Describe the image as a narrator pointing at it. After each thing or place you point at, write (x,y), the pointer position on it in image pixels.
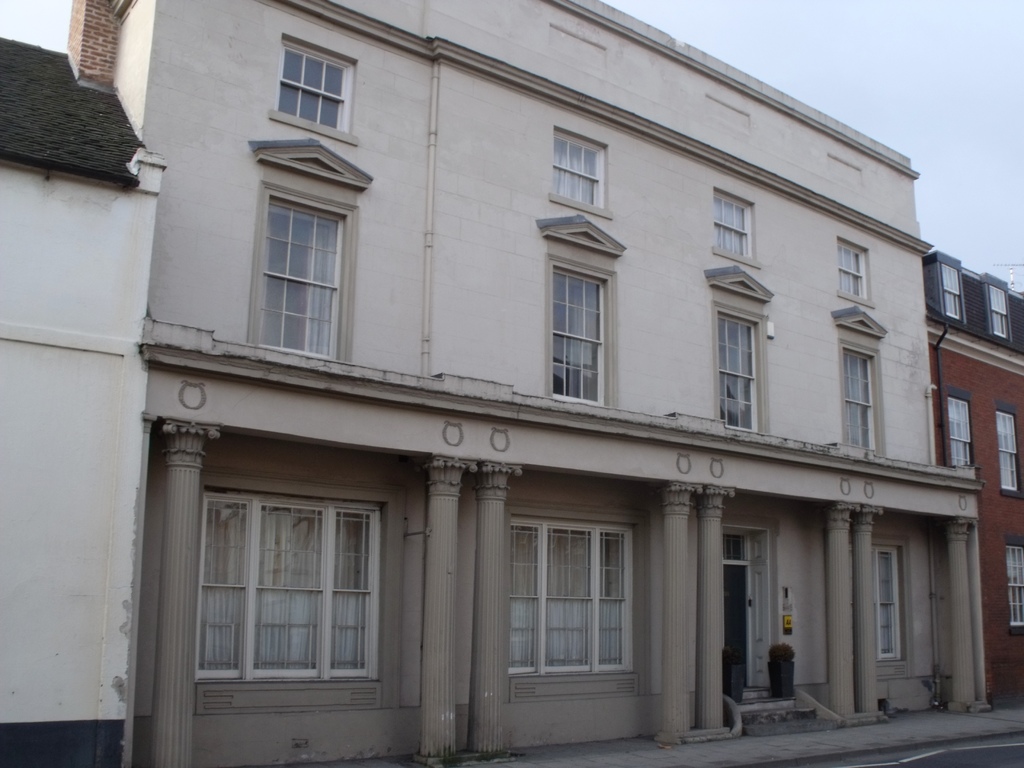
In the center of the image (622,505) there are buildings (915,543). In the background (862,122) there is sky (857,82).
